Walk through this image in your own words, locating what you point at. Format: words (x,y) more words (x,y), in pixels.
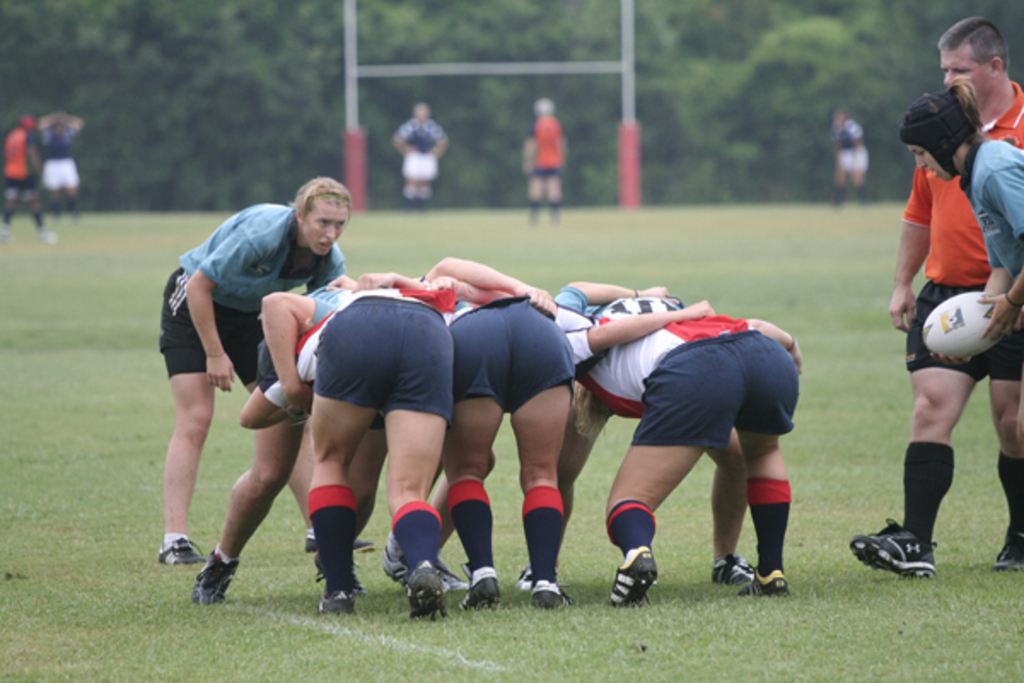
In this image few persons (480,590) are playing on the grass land (668,503). Right side (938,416) a person (917,330) is walking on the grassland (866,571). Before him there is a person (1011,301) holding a ball (972,334). Few persons (424,136) are standing on the grassland (890,360). There are metal rods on the grassland (631,232). Background (542,52) there are few trees (595,151).
